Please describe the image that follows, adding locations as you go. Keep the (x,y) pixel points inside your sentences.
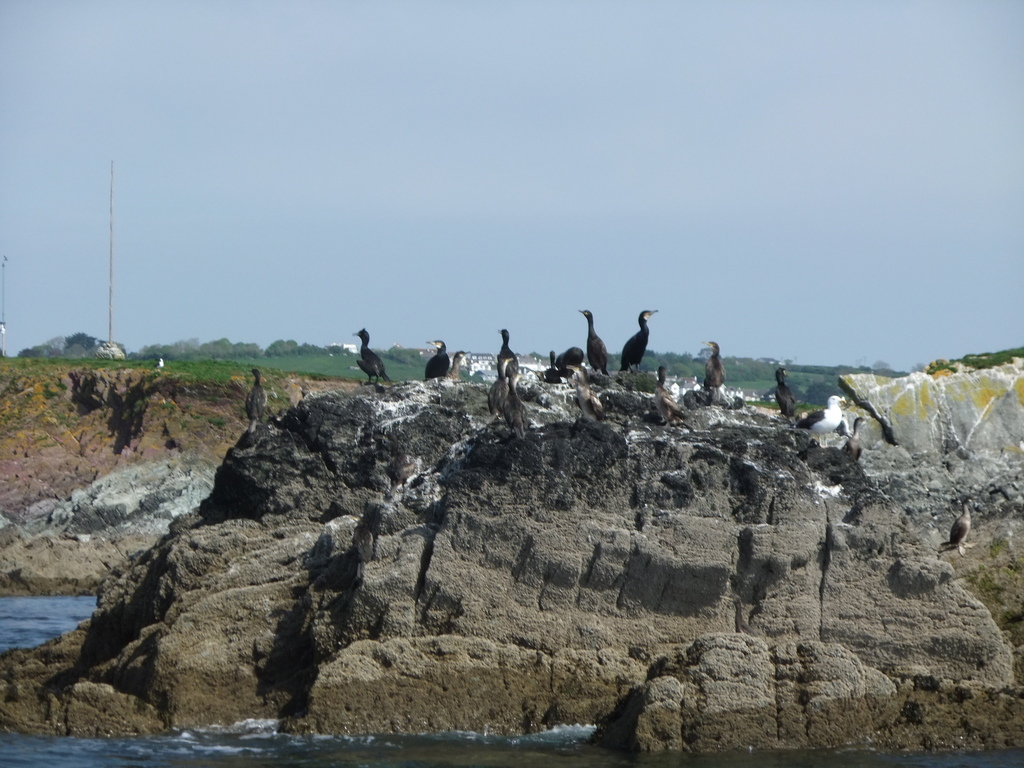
In this picture we can see birds (355,332) on rocks (501,535), water (85,615), trees (222,344), pole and in the background (302,137) we can see the sky (579,254).
